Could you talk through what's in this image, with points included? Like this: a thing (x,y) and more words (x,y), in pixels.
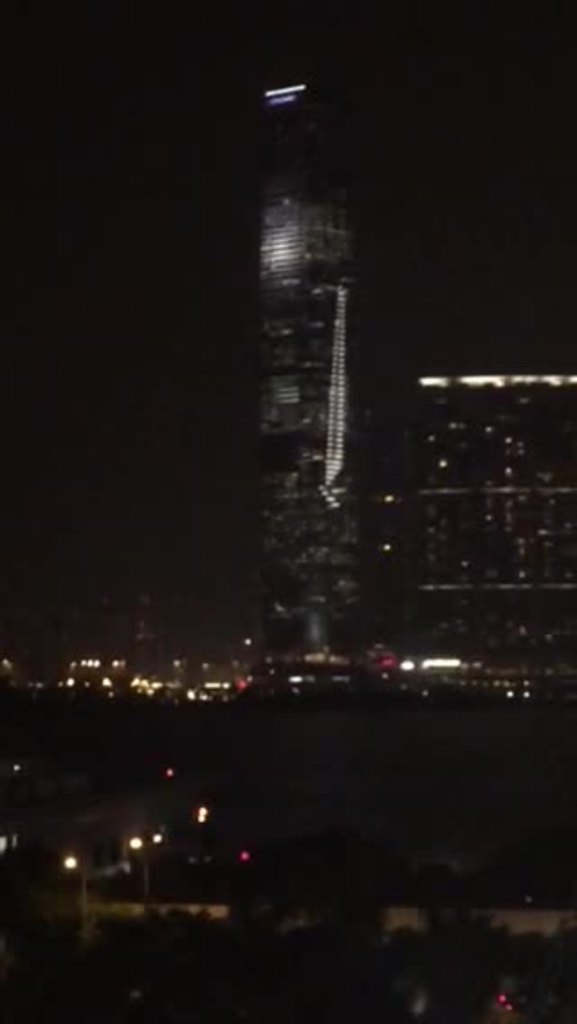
It is an image in the night time, in this there are very big buildings (560,622) with the lights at the top (176,257) it is the sky (110,309).
